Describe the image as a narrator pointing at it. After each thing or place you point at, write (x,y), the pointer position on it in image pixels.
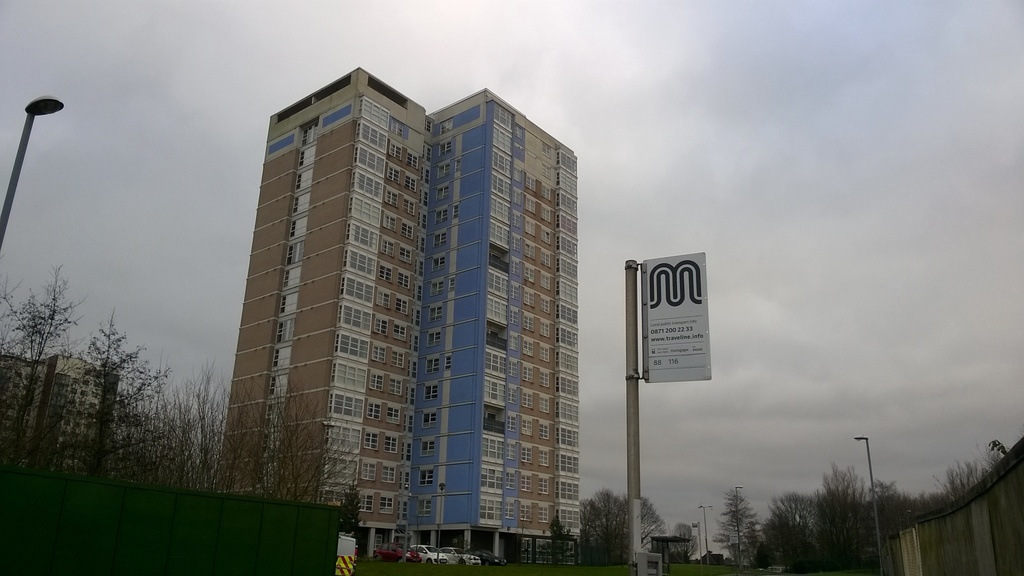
In this image there are buildings (381,360), trees (214,417), lamp posts (9,179), sign boards (657,343), cars (393,555) and wooden fencing (948,526).
